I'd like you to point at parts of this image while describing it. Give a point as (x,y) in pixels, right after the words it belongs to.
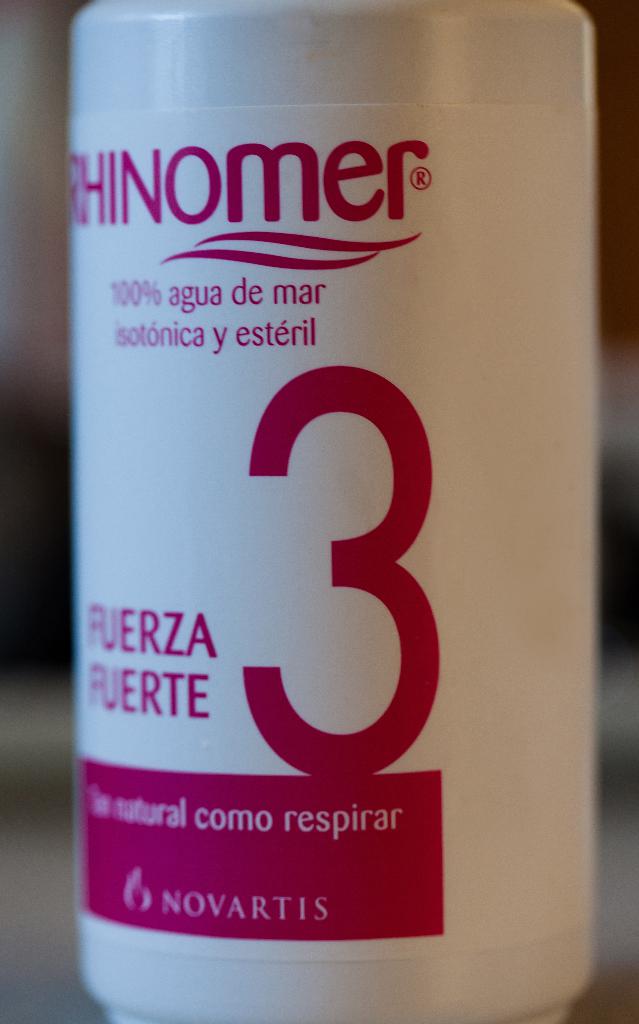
This image consists of a bottle (262,697) in white color. It looks like a nasal spray bottle (221,891). The background (16,709) is blurred.
